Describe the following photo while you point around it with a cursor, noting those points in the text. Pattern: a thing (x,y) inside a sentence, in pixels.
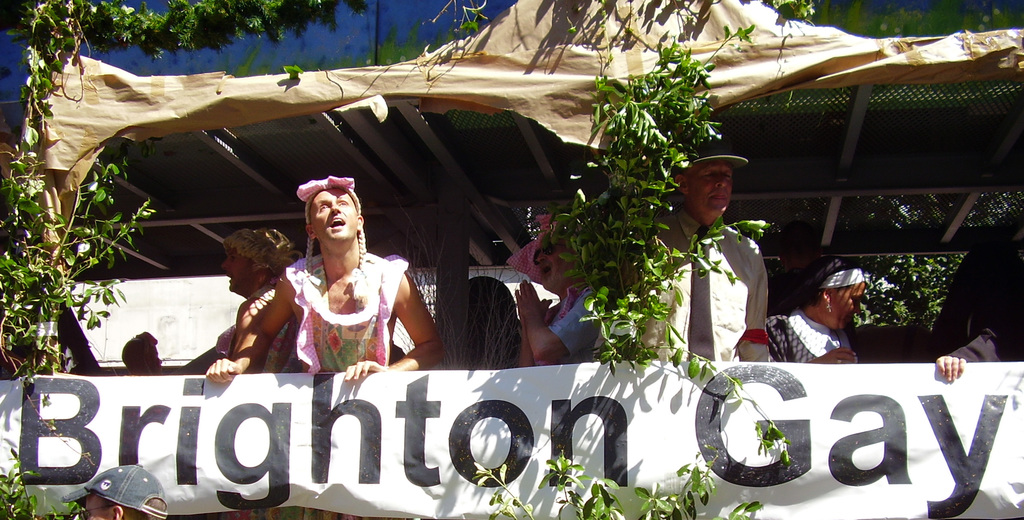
In the center of the image (354,235) there are people (772,336) standing under a tent (246,88). There are holding banner (28,426). There are plants (36,46).
